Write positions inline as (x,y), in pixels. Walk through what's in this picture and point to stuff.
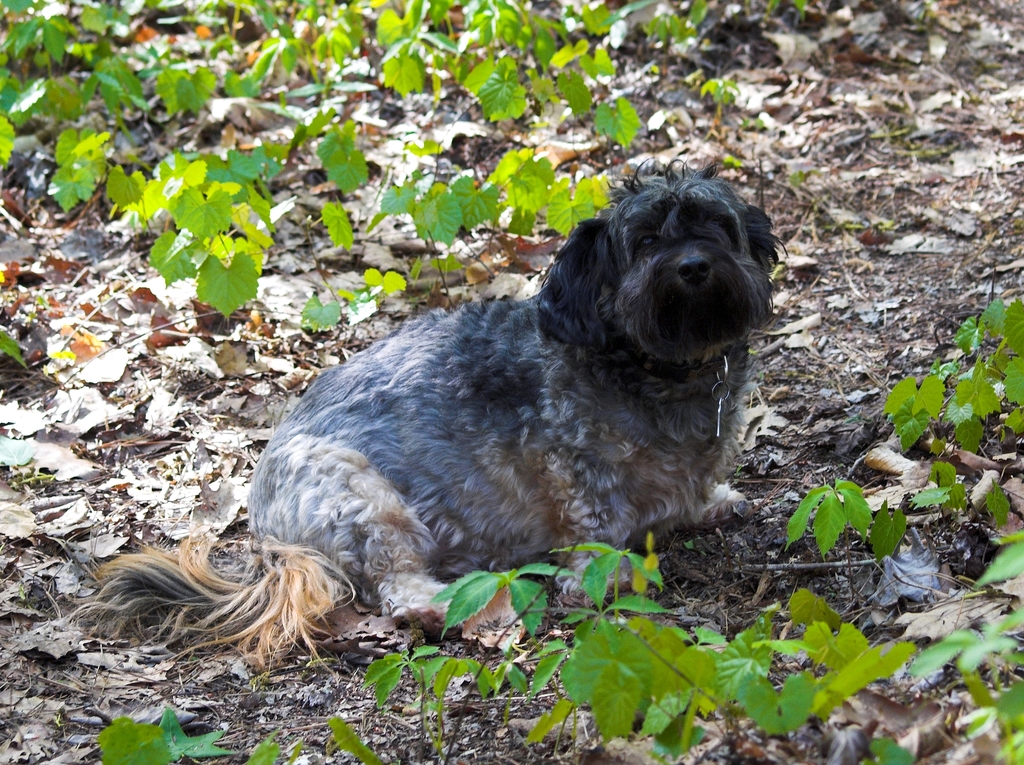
In this picture in the front (583,619) there are leaves (778,648). In the center (540,448) there is an animal (503,446). In the background (447,181) there are dry leaves (340,278) on the ground (415,96) and there are plants (403,93).
